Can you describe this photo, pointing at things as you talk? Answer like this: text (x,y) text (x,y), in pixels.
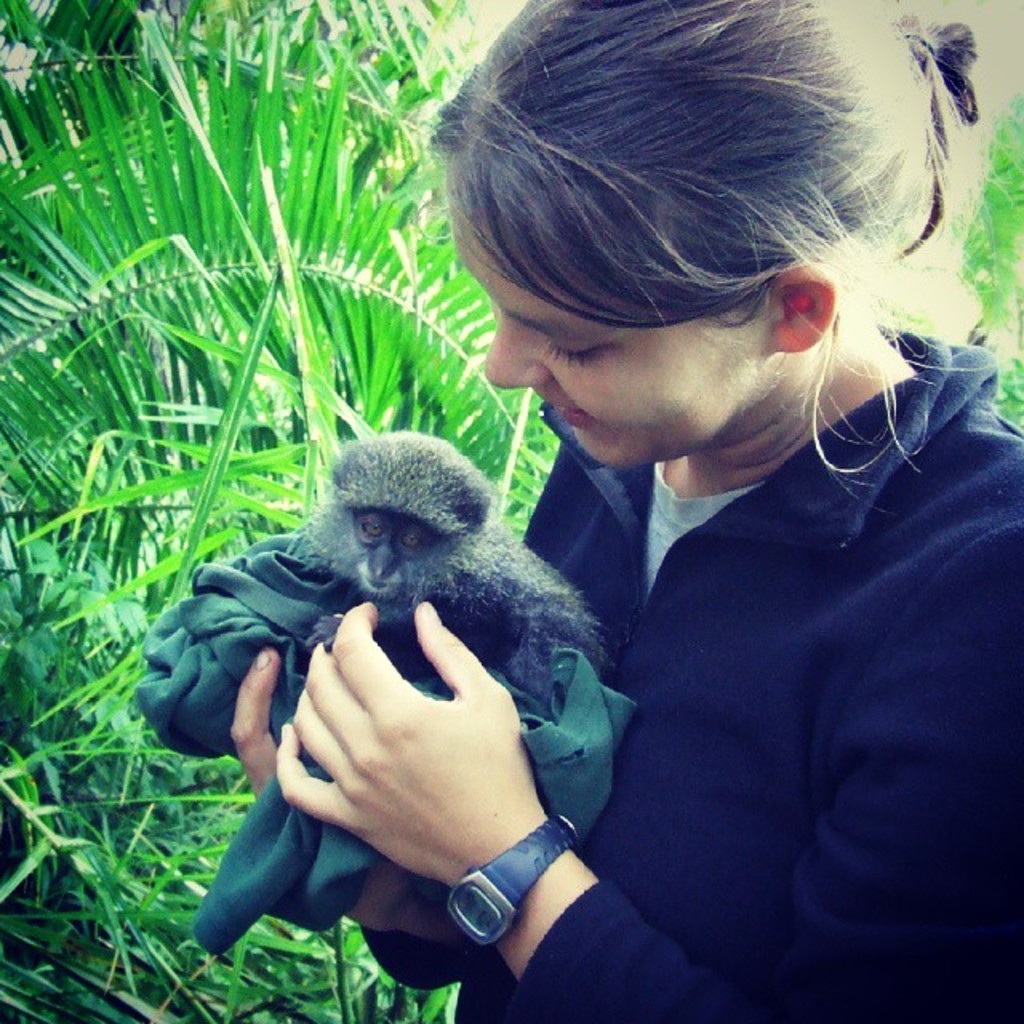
In this image we can see a woman (723,501) holding a monkey (404,601). In the background (369,348) there are trees (162,295) and plants (54,699).
